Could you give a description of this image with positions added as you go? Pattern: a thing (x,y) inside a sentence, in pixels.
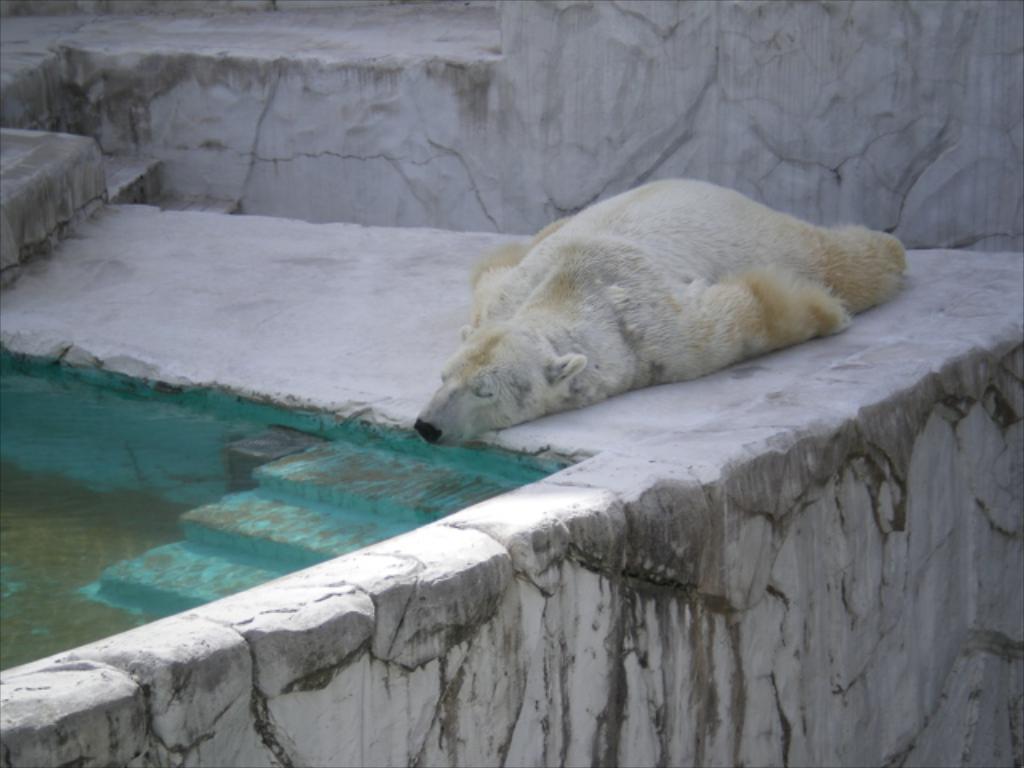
In the center of the image (577,260) there is a polar bear (637,267) sleeping on the floor (788,364). In the background (514,133) we can see wall (348,90). On the left side of the image (197,543) there is water (185,535).
